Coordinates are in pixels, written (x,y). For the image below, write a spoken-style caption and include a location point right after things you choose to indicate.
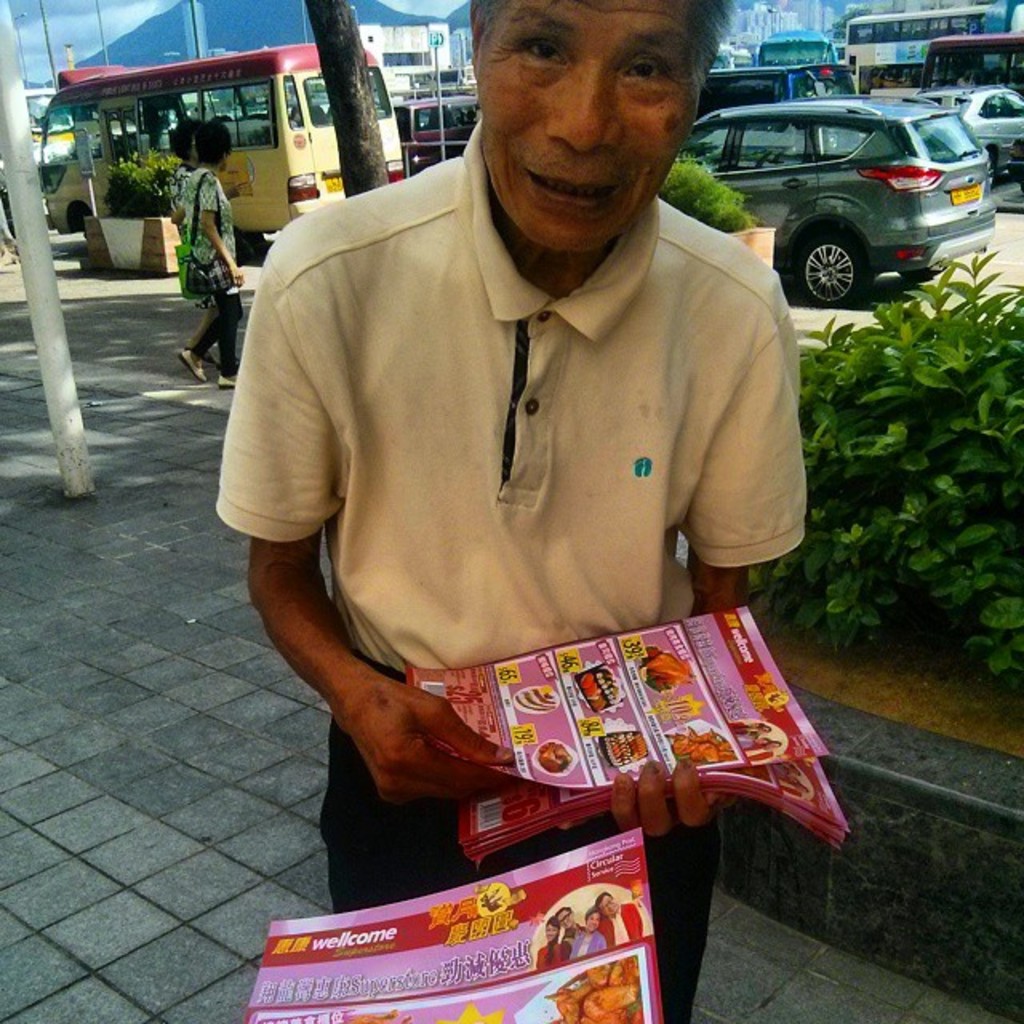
In this picture, there is a man (527,35) holding pamphlets (565,736). He is wearing a light yellow t shirt (591,402). Towards the right (914,475), there are plants (952,510). Behind the person (336,280), there are people (206,138), vehicles (313,156), hills (379,7), poles (15,119) etc.
